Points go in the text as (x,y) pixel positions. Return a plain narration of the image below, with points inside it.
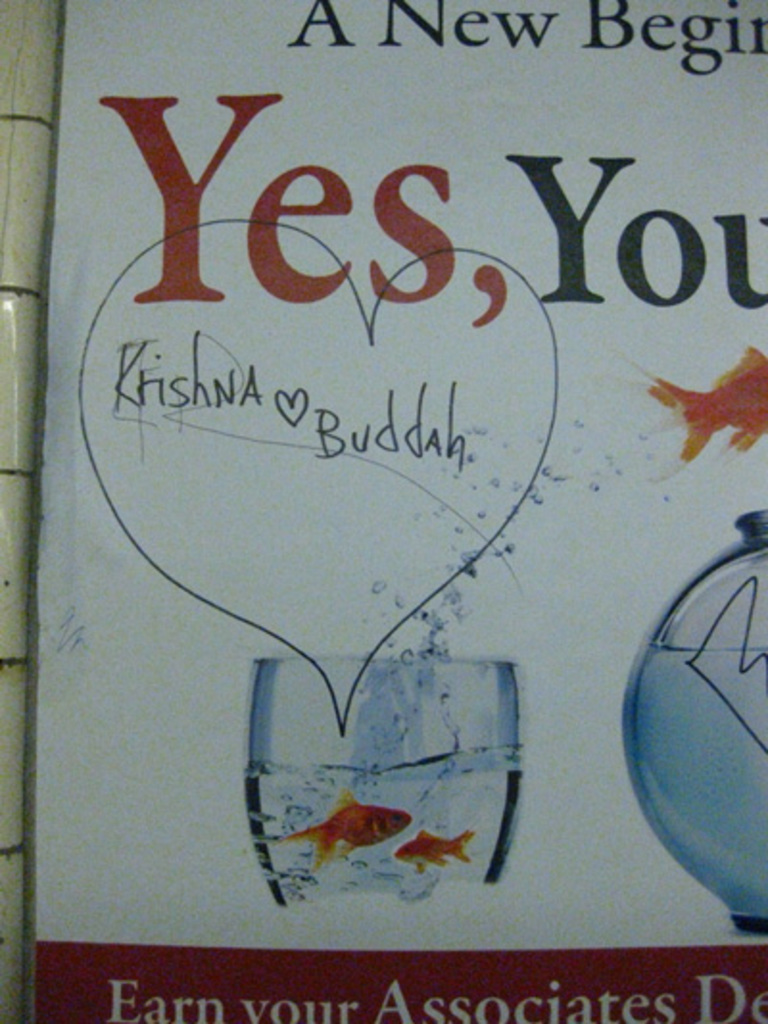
In this image I can see a board (370,201) on which there are some text (447,386) and images (440,750) of a glass bowl (648,754) and a glass (453,755). In the glass (302,740) there are two fishes (374,813) in the water (357,800).
